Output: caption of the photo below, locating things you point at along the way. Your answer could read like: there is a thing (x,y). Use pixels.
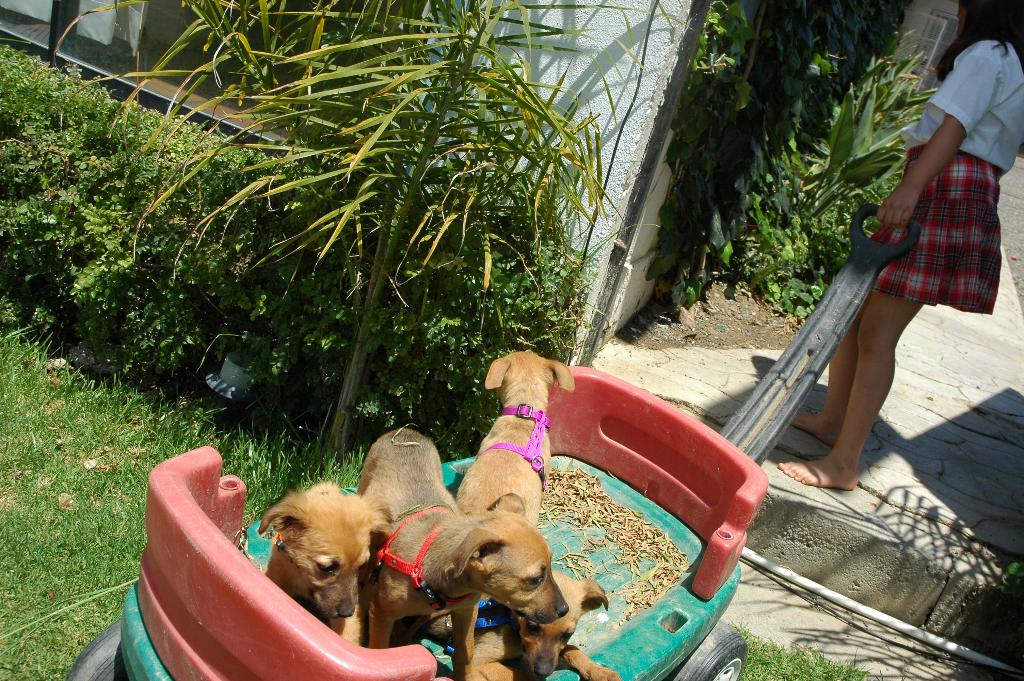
We can see dogs (408,530) on a cart (168,598) and there is a woman (964,121) holding a cart (864,236). We can see grass (31,553), plants (877,228) and wall (641,222).
